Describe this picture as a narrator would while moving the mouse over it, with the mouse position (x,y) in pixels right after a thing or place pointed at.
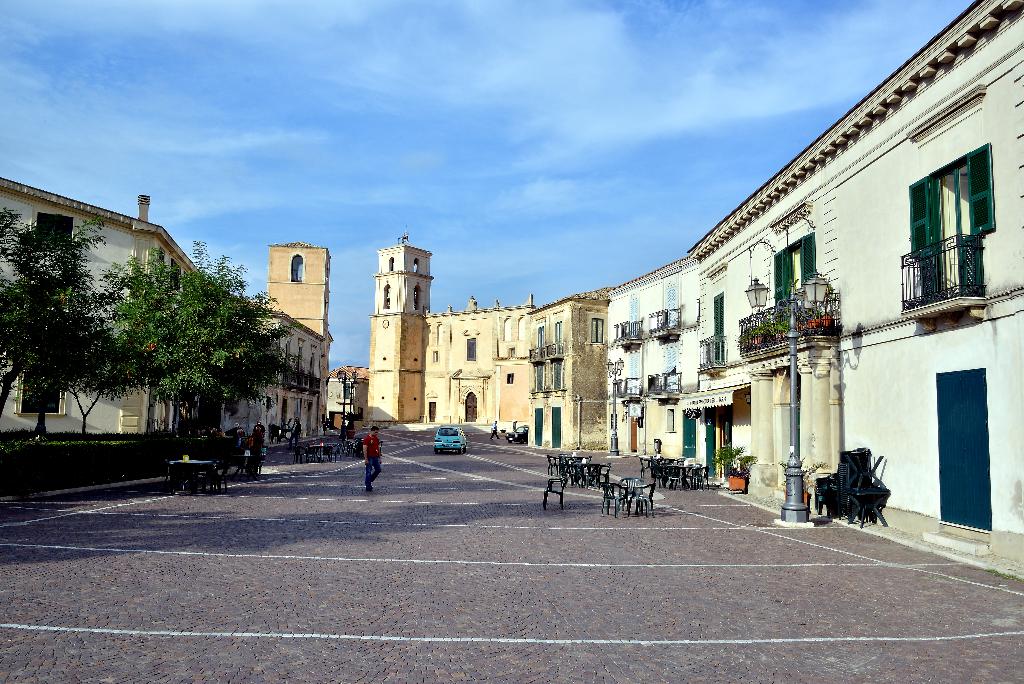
In this image I can see a person (371,477) walking on the road (399,434). I can see few chairs (196,481). There are few buildings (647,393). I can see few trees (113,350). I can see a car (457,447). At the top (396,191) I can see clouds (470,97) in the sky (443,173).
